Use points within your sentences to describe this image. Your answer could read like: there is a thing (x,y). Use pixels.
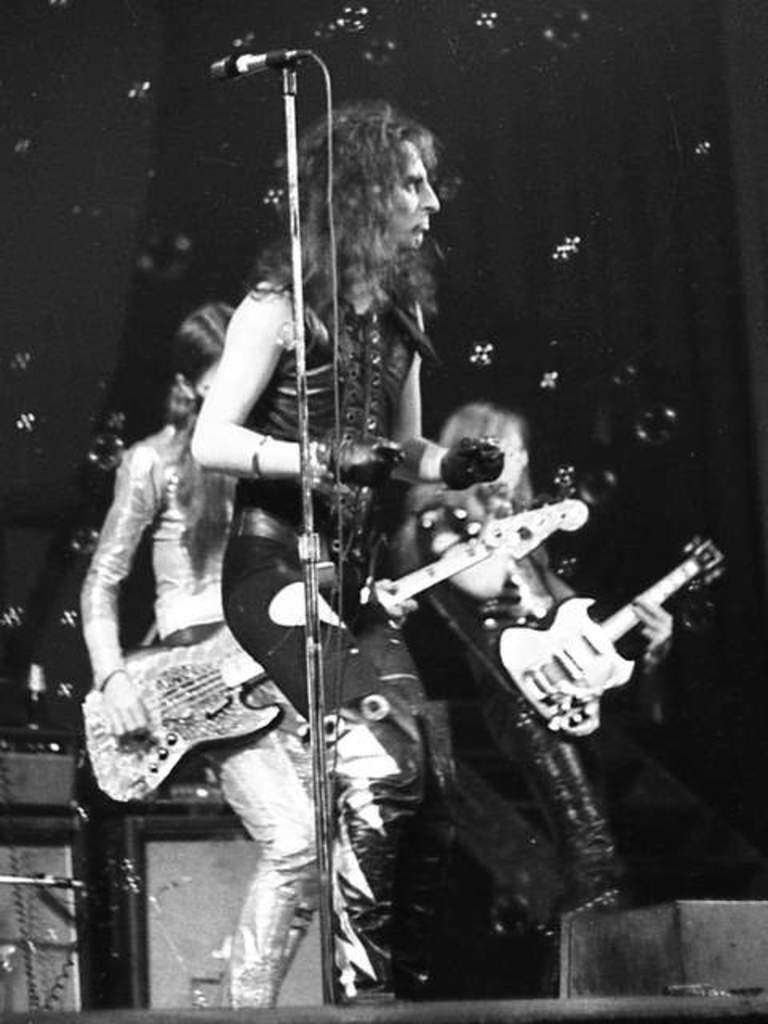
This is a black and white image. In this image we can see a person (285,506) standing. There is a mic (289,64). In the background of the image (172,731) there are people (240,973) playing guitars (172,720). There is a cloth (527,150) in the background of the image (274,228).
